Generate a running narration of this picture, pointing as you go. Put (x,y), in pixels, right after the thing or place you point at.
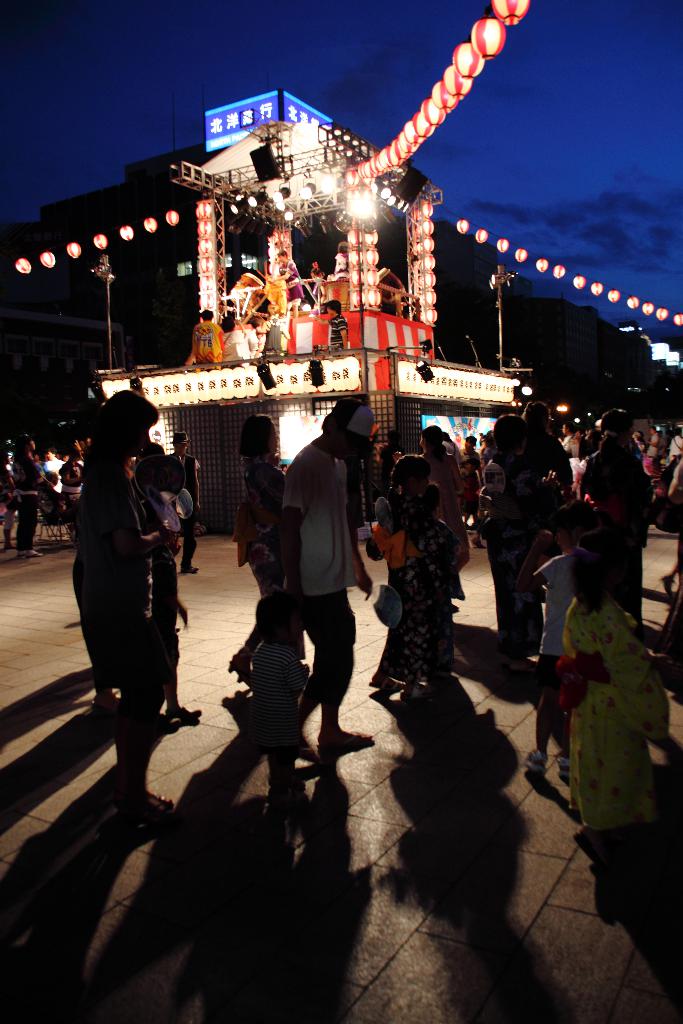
There are some persons (548,677) on the road (395,878). Here we can see lights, poles (424,274), boards (441,421), and buildings (451,334). In the background (559,159) there is sky (544,126).
